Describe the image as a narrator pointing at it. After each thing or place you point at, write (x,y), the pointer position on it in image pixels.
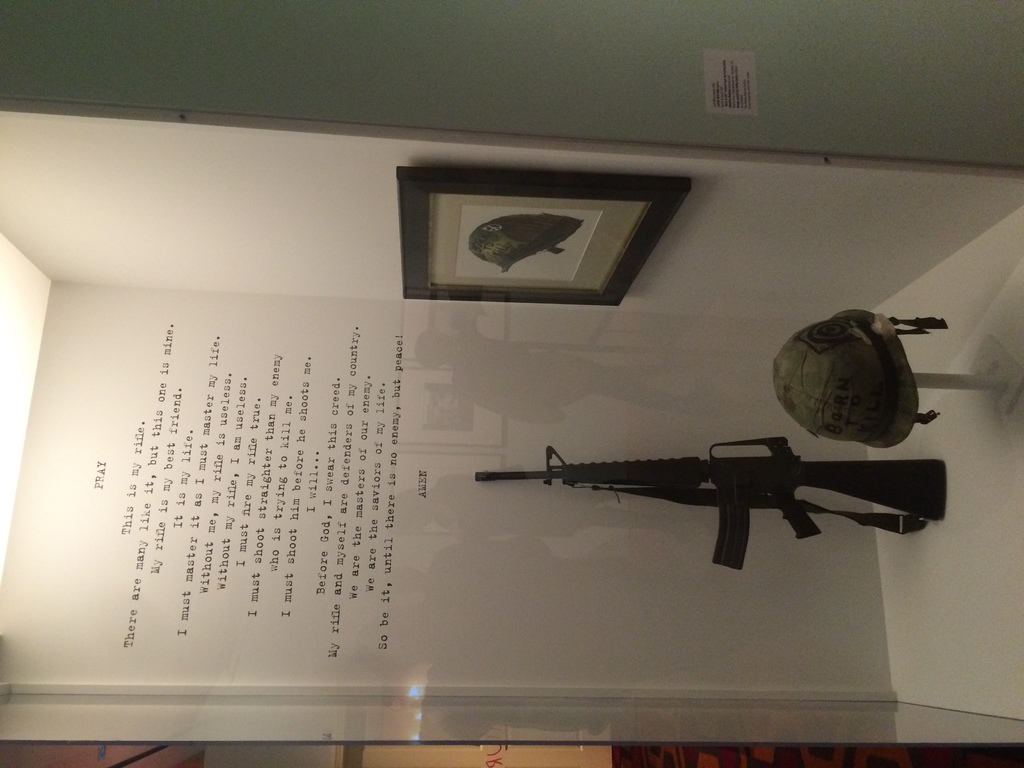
It is a tilted image, there is a weapon (685,492) kept in an enclosed surface (501,516) and above the wall (404,564) there is some text (244,424) and beside that there is some frame (472,215) attached to the wall (693,587).
